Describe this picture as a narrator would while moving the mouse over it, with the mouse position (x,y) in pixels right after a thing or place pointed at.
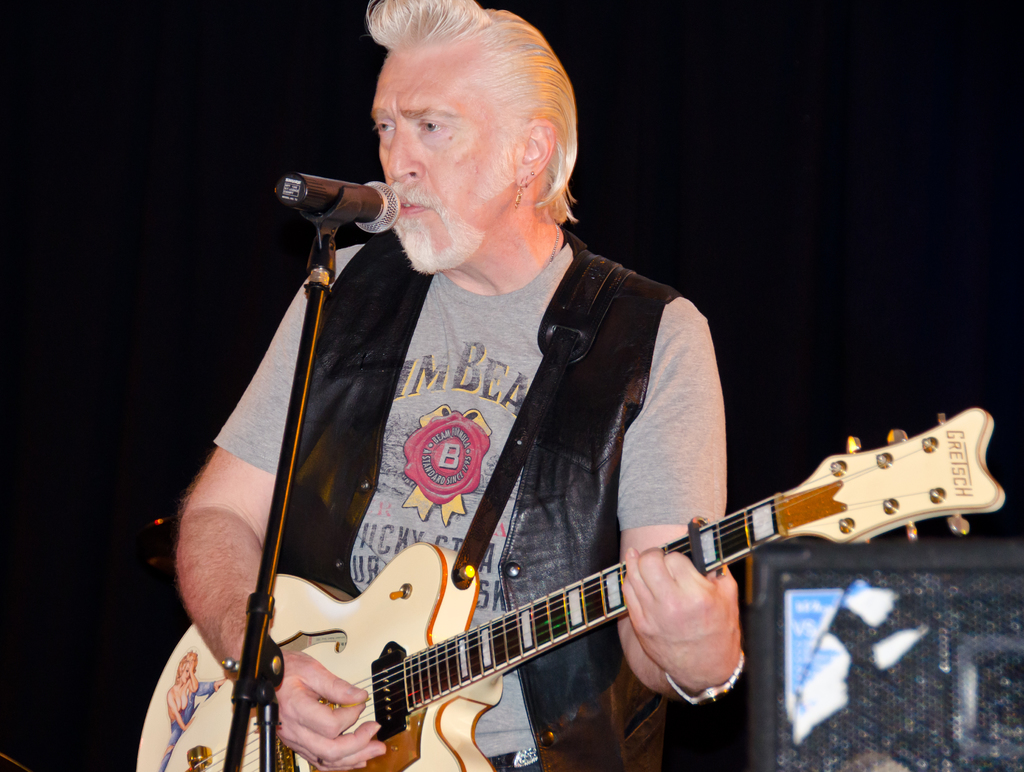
In this image there is a person (668,411) wearing black color jacket (552,450) playing a guitar (562,636) and in front of him there is a microphone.
